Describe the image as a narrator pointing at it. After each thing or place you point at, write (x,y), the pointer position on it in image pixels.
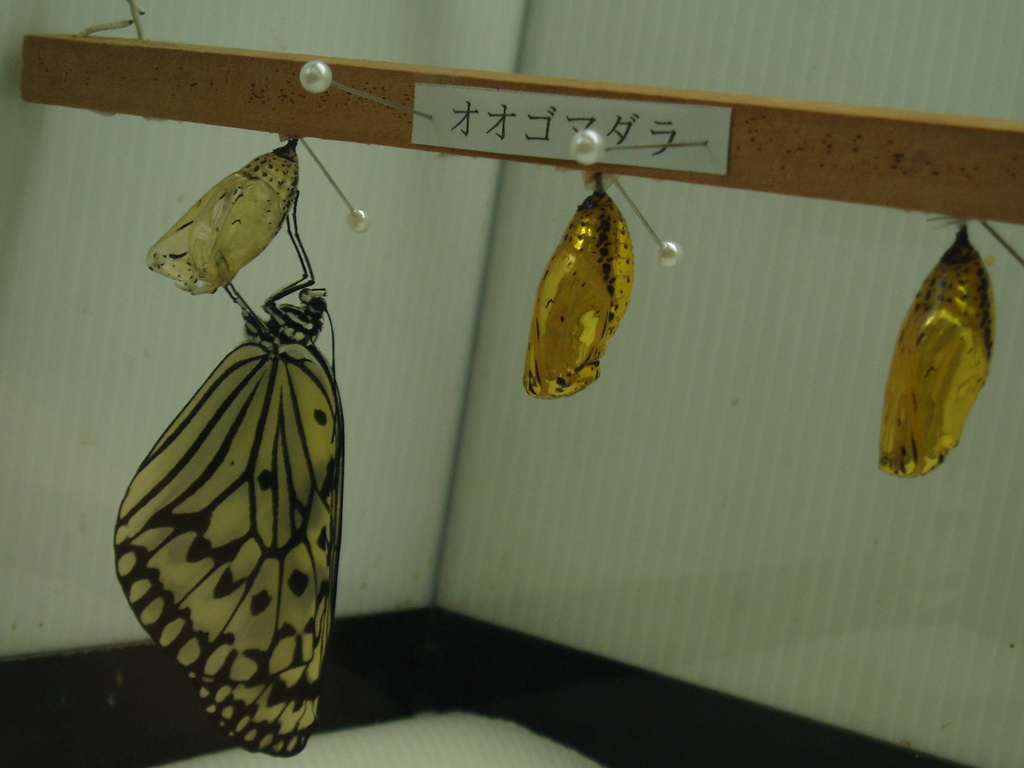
In the picture we can see a wooden plank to it, we can see two pupae (924,382) and a butterfly (287,381) and in the background (387,356), we can see a wall (706,457) which is white in color with lines (582,470) on it.
